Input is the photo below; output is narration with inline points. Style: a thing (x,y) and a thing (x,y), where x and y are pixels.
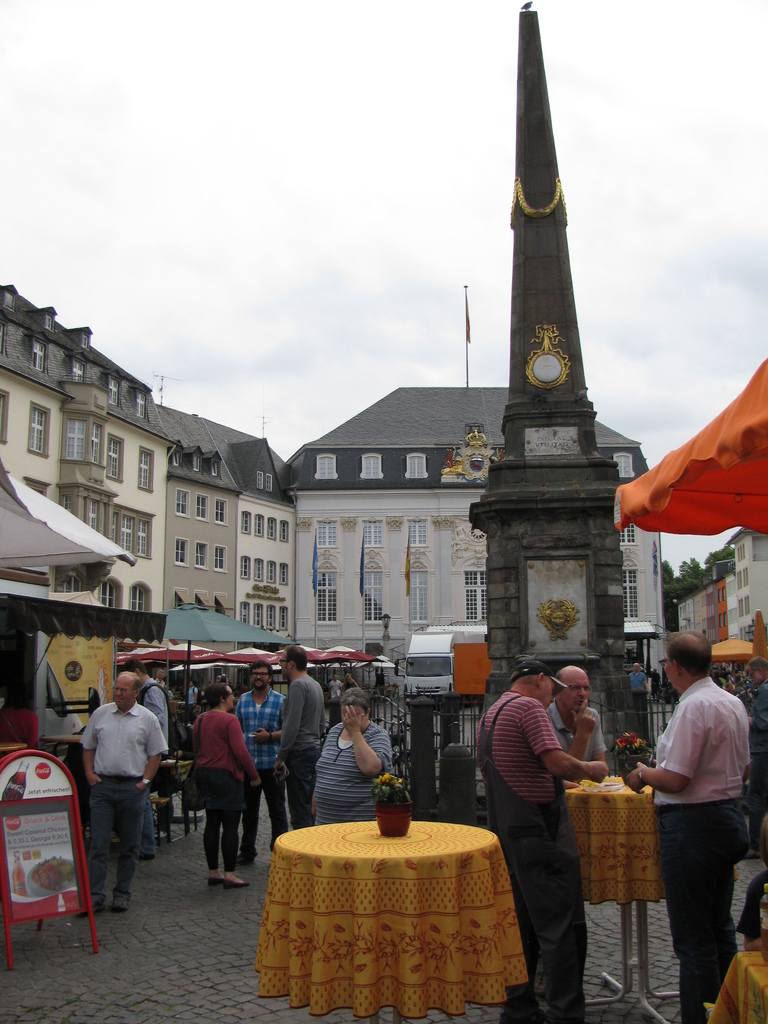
There are persons (130,717) in different color dresses (704,743) standing on the road (751,876) on which, there are tables (341,891) covered with clothes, orange color umbrella (759,393), white color umbrella (102,540) and a tower (506,498). In the background (391,681), there are umbrellas (368,662), there are buildings (629,474) these are having windows (263,487) and roof (430,404) and there are clouds (598,31) in the white sky (397,318).
